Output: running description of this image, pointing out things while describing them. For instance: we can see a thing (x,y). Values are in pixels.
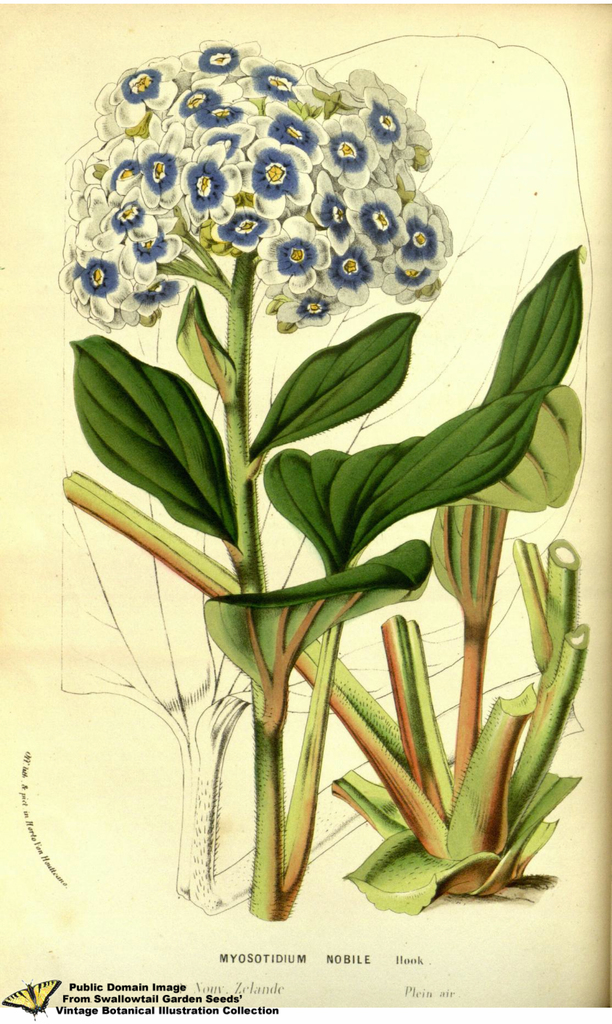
In this image, we can see a poster (303,802). In this poster (372,577), we can see flowers (282,263), plants (272,622) and text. On the left side (152,986) bottom of the image (132,996), we can see watermarks (116,1004) and butterfly icon (41,1010).
